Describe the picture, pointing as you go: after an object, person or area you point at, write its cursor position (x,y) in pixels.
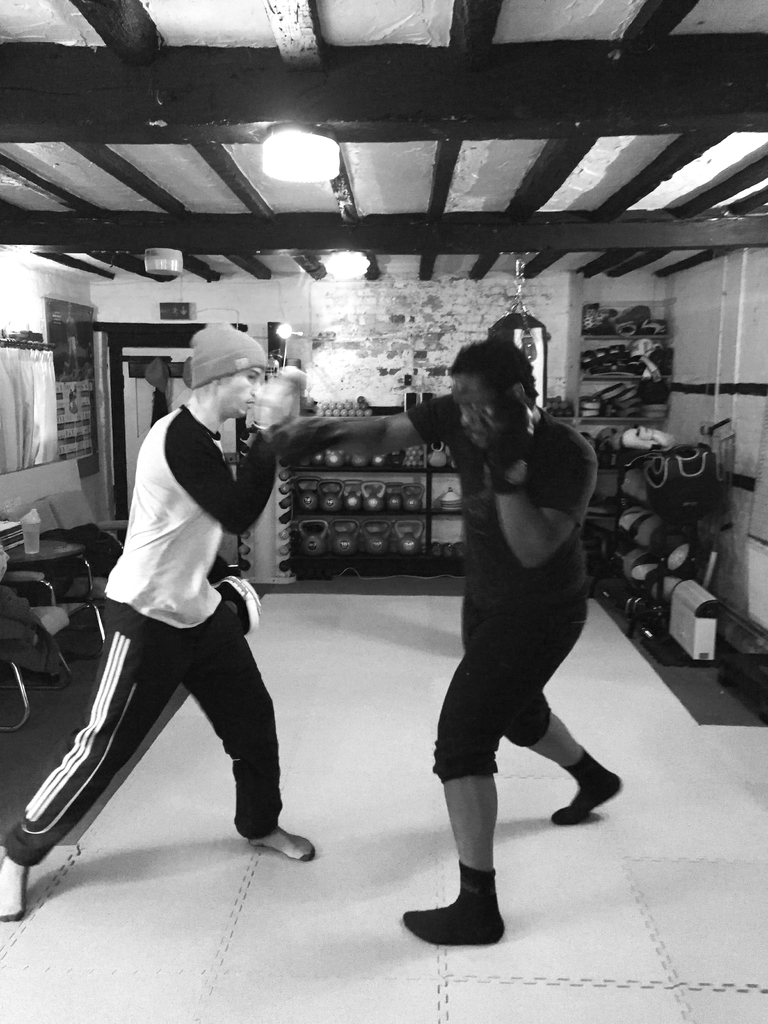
This picture shows couple of men (560,551) practicing boxing and we see a man (237,367) wore cap (237,348) on his head (231,378) and we see couple of shelves (579,408) and a boxing bag (528,319) and we see chairs (76,514) and a bottle (34,514) on the table (71,545).
